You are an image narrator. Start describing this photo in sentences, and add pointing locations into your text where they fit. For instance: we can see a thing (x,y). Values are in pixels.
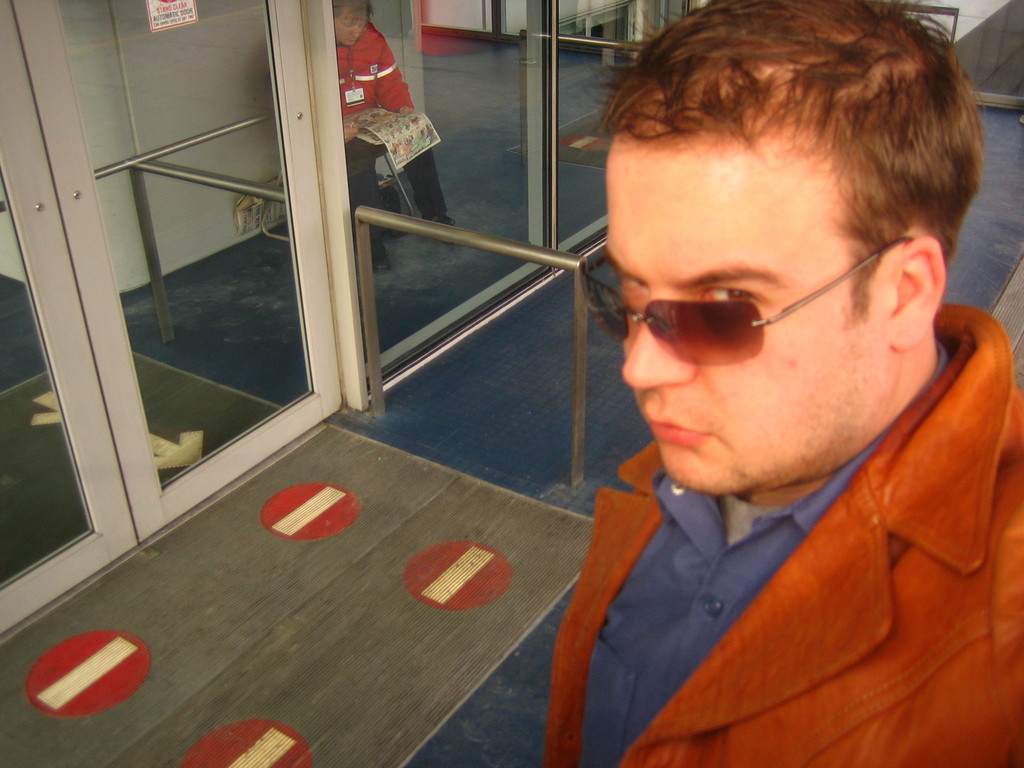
In this image in the foreground (811,435) there is one person (811,435) and at the bottom (388,609) there is a floor (533,615), in the background (354,178) there is another person (368,49) who is sitting and he is holding a newspaper (418,128) and in the center (500,257) there is a glass door (54,461) and iron rod (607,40).
